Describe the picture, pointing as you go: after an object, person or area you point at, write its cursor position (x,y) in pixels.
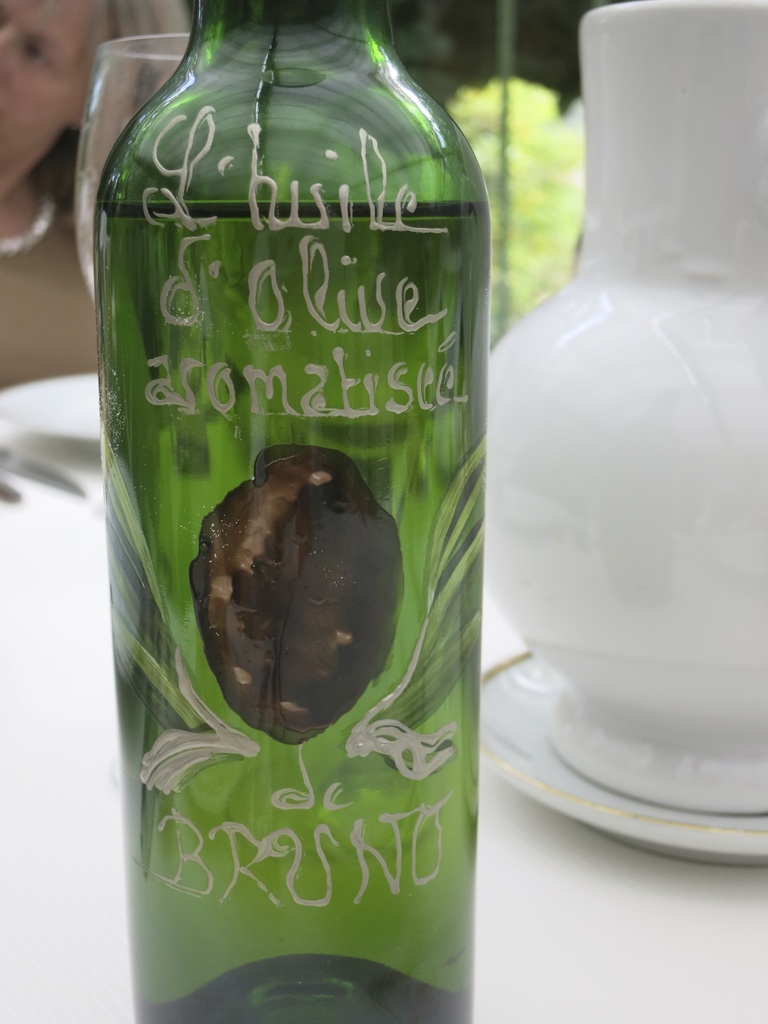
There is a table (99,784), a glass bottle (348,810) and a ceramic jar (631,576) which is placed on a plate (647,835). At the end of table (99,999) there is a woman (33,23) with blond hair (129,25) and necklace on her neck (27,214).
